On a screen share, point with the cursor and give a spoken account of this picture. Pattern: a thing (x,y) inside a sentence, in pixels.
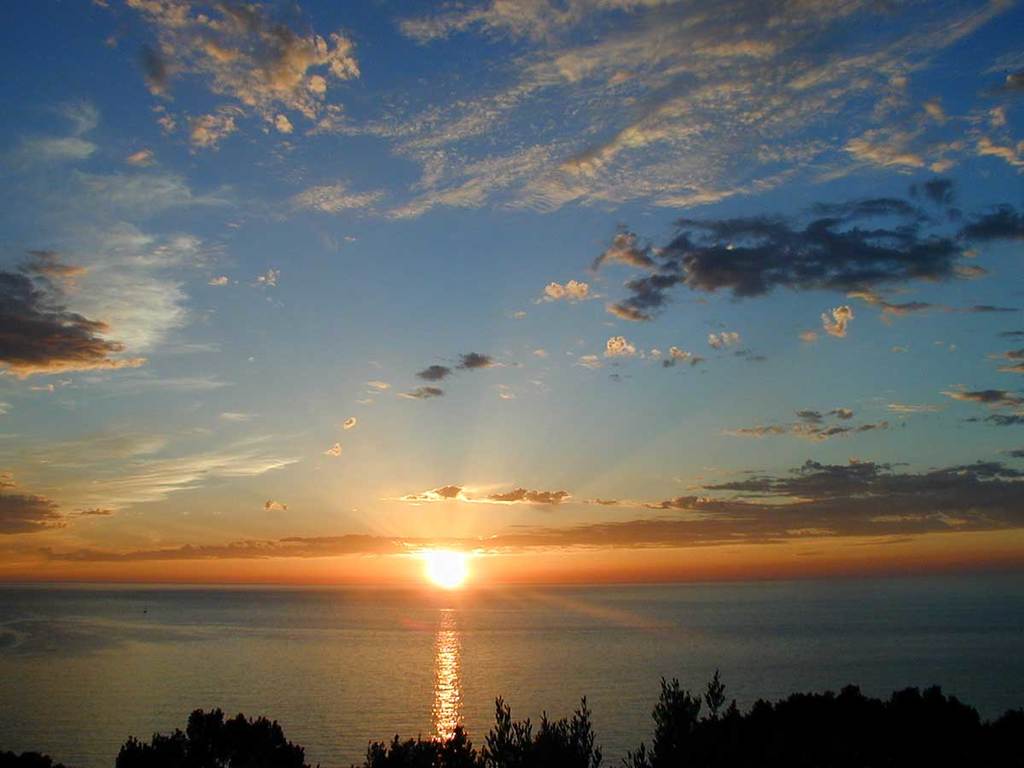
In this image I can see plants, water (451,660), sunlight (451,646) and the sky (457,315). This image is taken may be near the lake (580,605).
